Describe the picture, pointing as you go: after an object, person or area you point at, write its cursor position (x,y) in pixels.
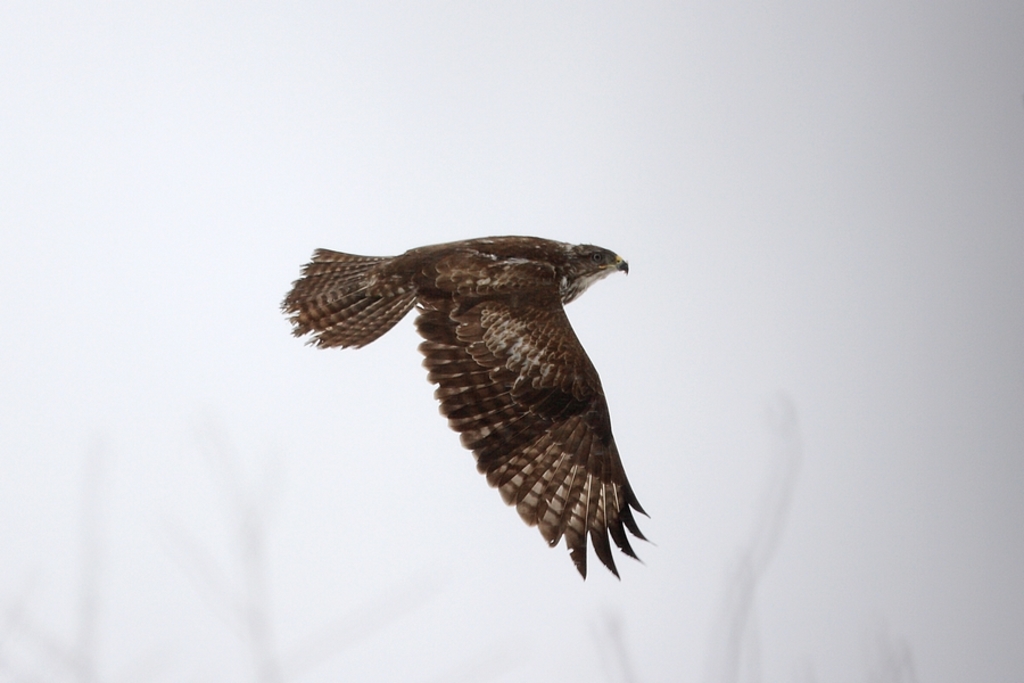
In the middle of this image (536,302), there is a bird (536,302) flying in the air (520,608). And the background (532,611) is white in color.
